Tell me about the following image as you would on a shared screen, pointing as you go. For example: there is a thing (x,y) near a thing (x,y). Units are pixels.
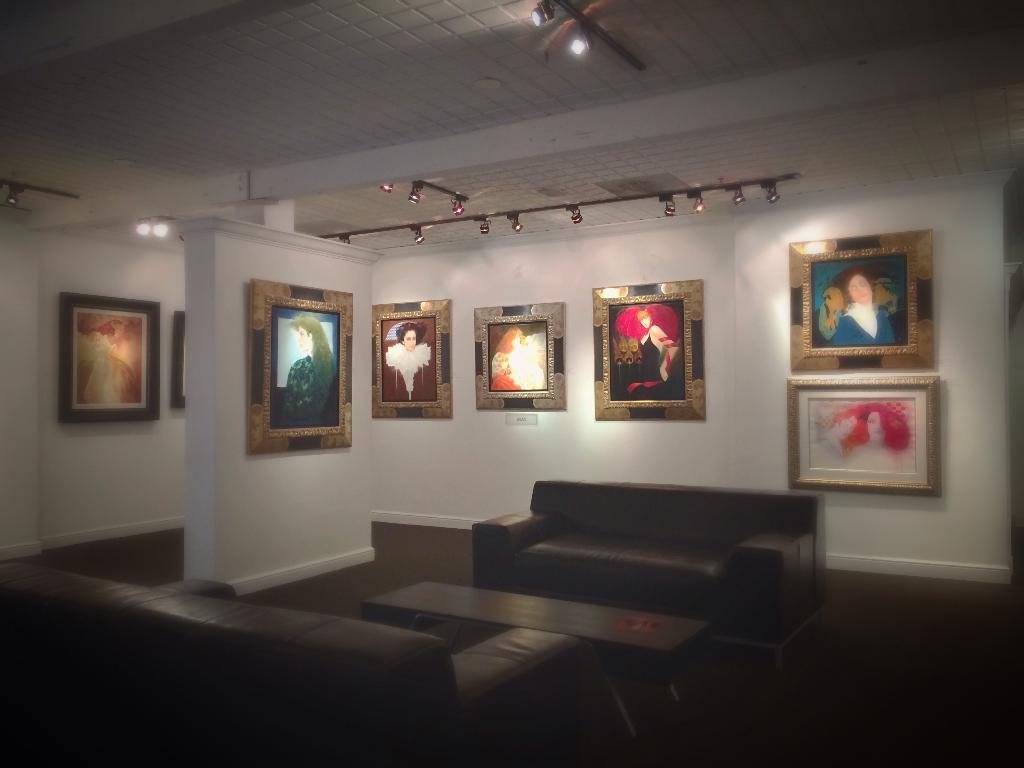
In the image in the center (650,502) we can see couch (665,554). In the background (459,329) there is a wall (745,381) and photo frames (925,355).
